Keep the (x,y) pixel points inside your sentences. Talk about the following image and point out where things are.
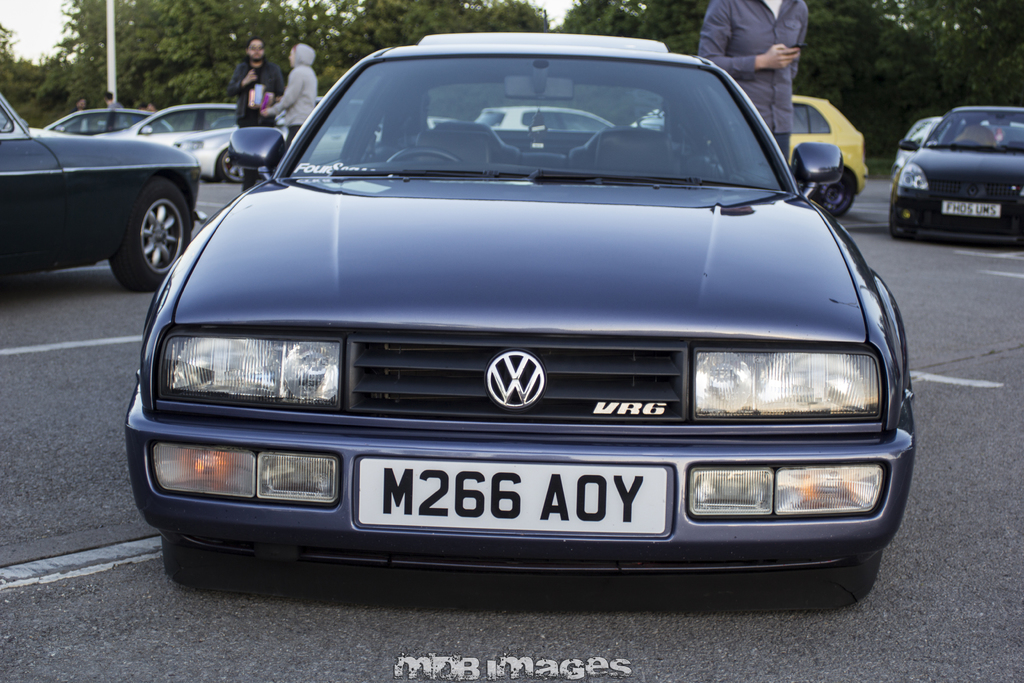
In this picture we can see there are some vehicles (382,234) parked on the path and some people (754,63) are standing. Behind the people (769,92) there is a pole (111,52), trees (233,35) and a sky (25,36).
